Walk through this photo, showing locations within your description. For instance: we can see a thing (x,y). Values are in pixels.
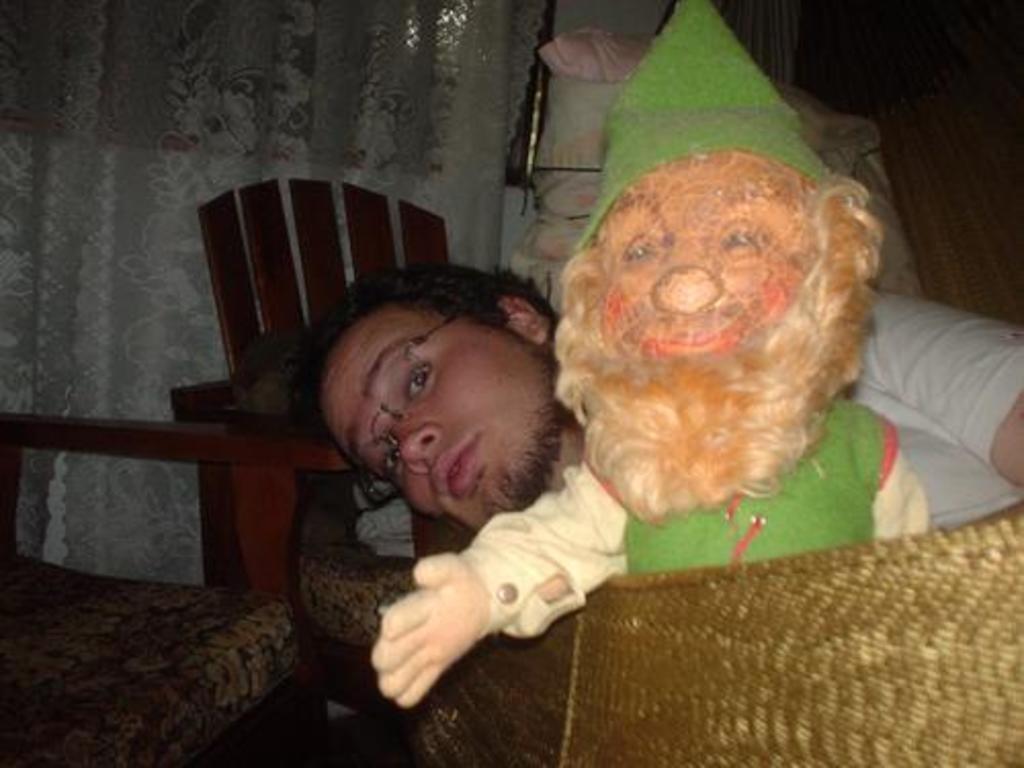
In this picture I can observe a man (512,384) and doll (576,537) in the middle of the picture (562,372). On the left side (27,614) I can observe chair (0,570). In the background (150,191) I can observe white color curtain (194,105).
